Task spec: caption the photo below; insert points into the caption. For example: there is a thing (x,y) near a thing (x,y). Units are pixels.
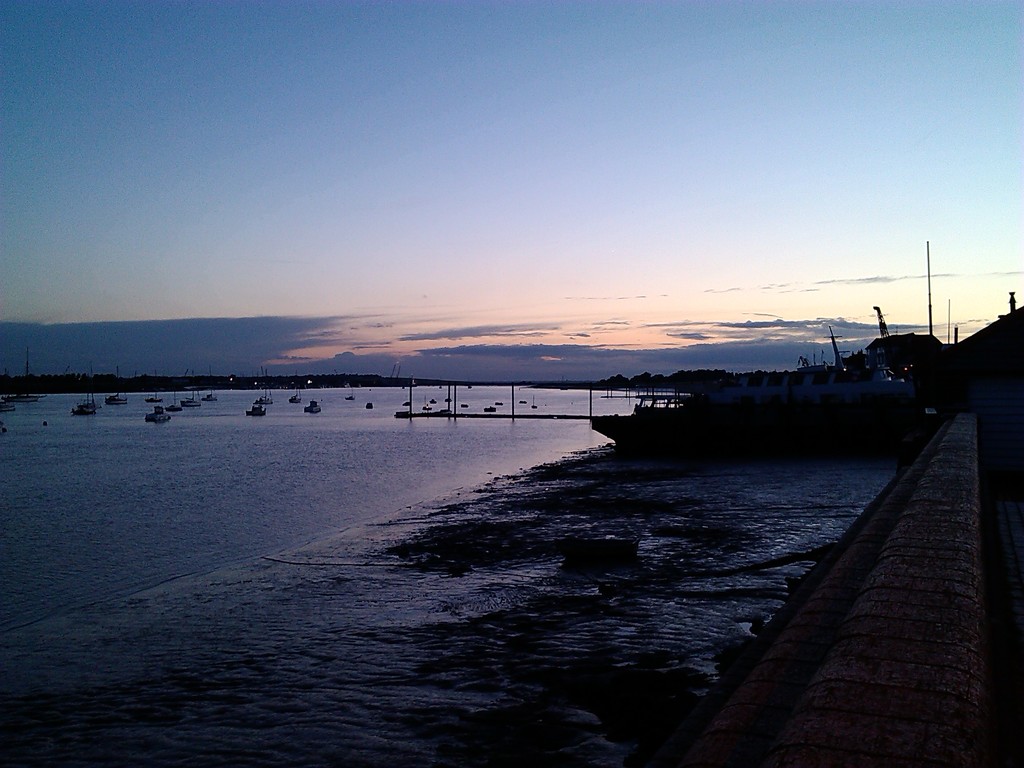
In this image there is water (115,520) and we can see boats (254,415) on the water (307,440). On the right (947,507) there is wall (1000,650). In the background (767,365) there are hills (621,379) and sky (443,253) and we can see poles (928,253).
